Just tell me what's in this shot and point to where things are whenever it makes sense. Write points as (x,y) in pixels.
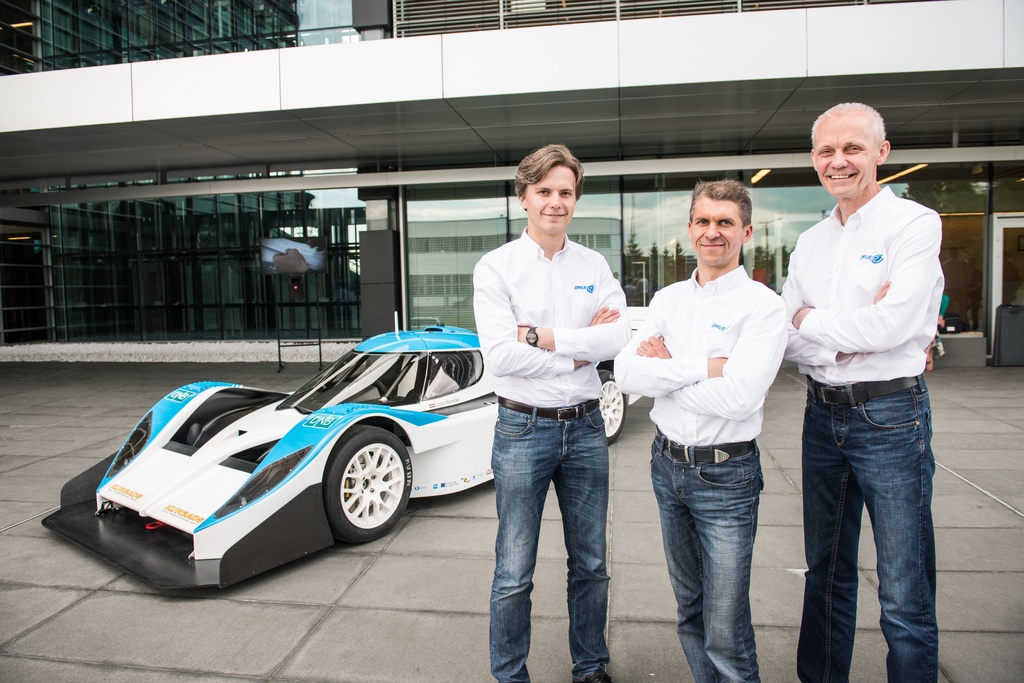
In this image I can see three persons (708,407) wearing white and blue colored dresses (740,416) and a car (354,443) which is blue, white and black in color on the ground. In the background (464,209) I can see the building (309,227) and on the glass (458,254) of the building (458,239) I can see the reflection (485,244) of few trees (688,266), few buildings (615,254) and the sky (639,225).
